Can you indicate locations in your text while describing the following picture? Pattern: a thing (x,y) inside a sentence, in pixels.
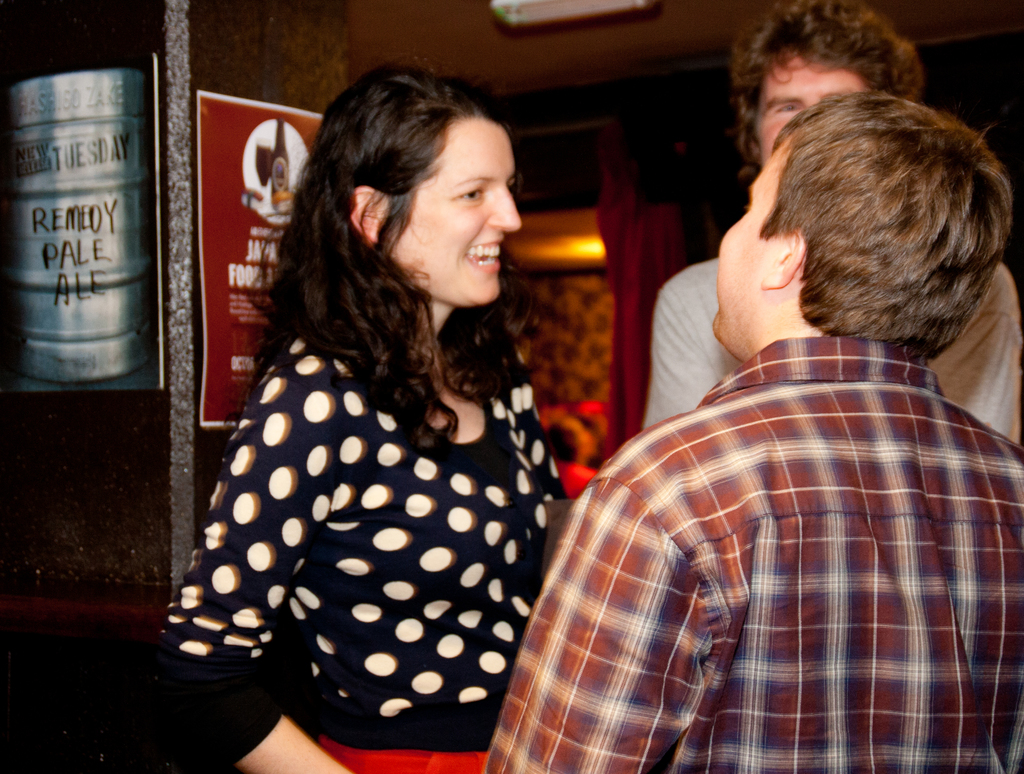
This image consist of persons (718,479) standing. The woman (477,481) standing in the center (383,498) is smiling. On the left side (70,319) there is banner (235,250) on the wall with some text (247,266) written on it and in the background (586,319) there is a wall (588,351) and a curtain (629,262).
